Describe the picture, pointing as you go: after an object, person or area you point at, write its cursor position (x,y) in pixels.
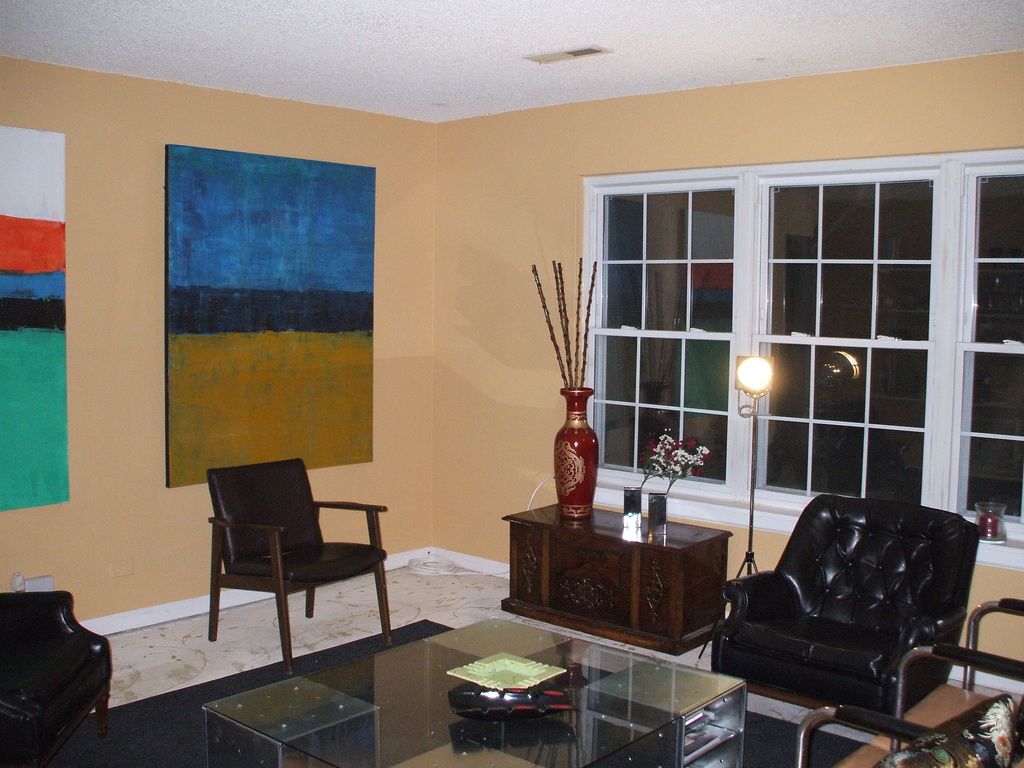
This picture shows an inner view of a room (467,549) and we see couple of paintings (353,412) on the wall (145,294) and we see couple of chairs (760,642) and a glass table (273,721) and a light (758,371).
